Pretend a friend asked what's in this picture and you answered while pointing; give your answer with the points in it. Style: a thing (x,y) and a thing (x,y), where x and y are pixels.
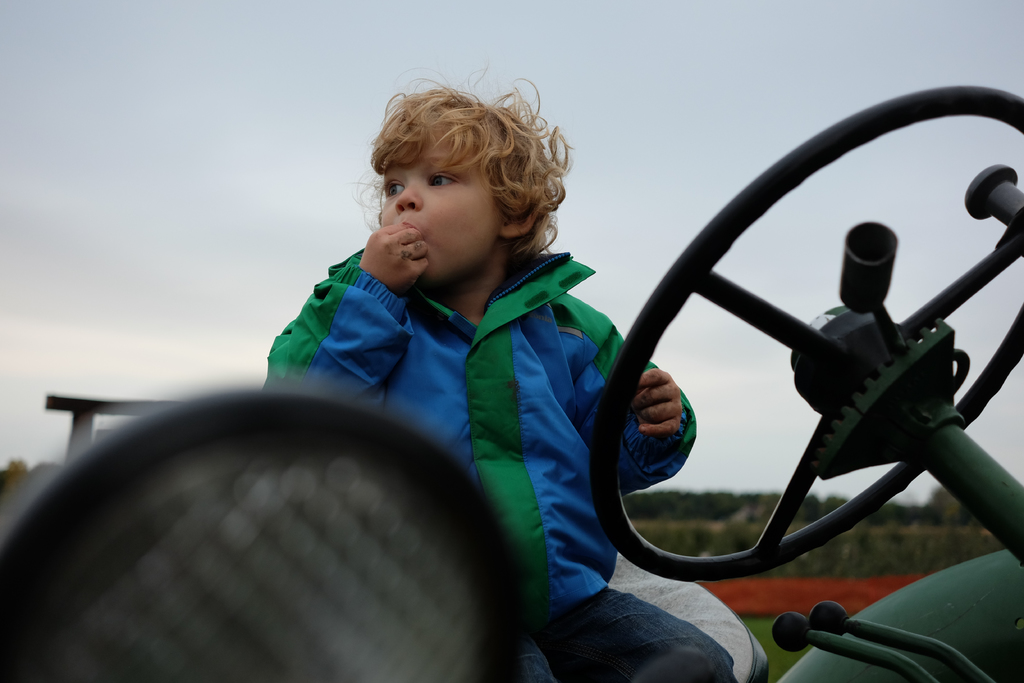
A boy (448,124) with golden hair (480,132), Wearing a jacket (503,380) of green and blue color looking at his right side. This is a steering part (818,138) of a vehicle (761,178). The sky (720,167) is in pale blue color.
